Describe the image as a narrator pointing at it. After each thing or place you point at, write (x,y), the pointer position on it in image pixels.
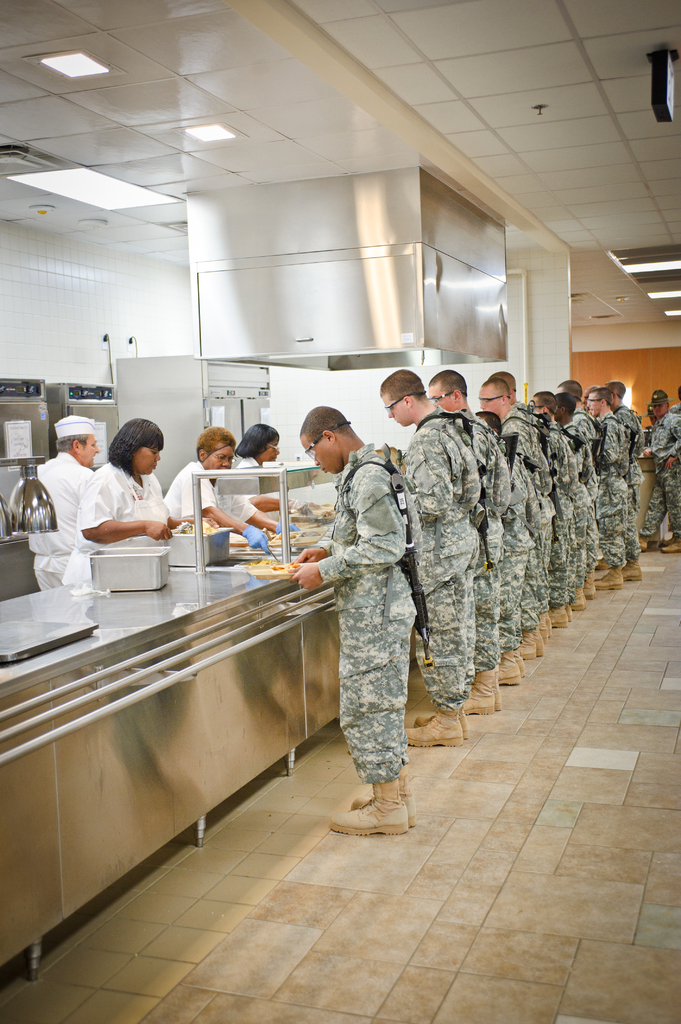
In this picture there are group of people (526,472) standing and there are group of people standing behind the table (148,607) and holding the objects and there is food (303,517) in bowls (296,520) and there is a refrigerator (168,417). At the top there are lights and there is a board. At the bottom (253,941) there is a floor (623,591).
